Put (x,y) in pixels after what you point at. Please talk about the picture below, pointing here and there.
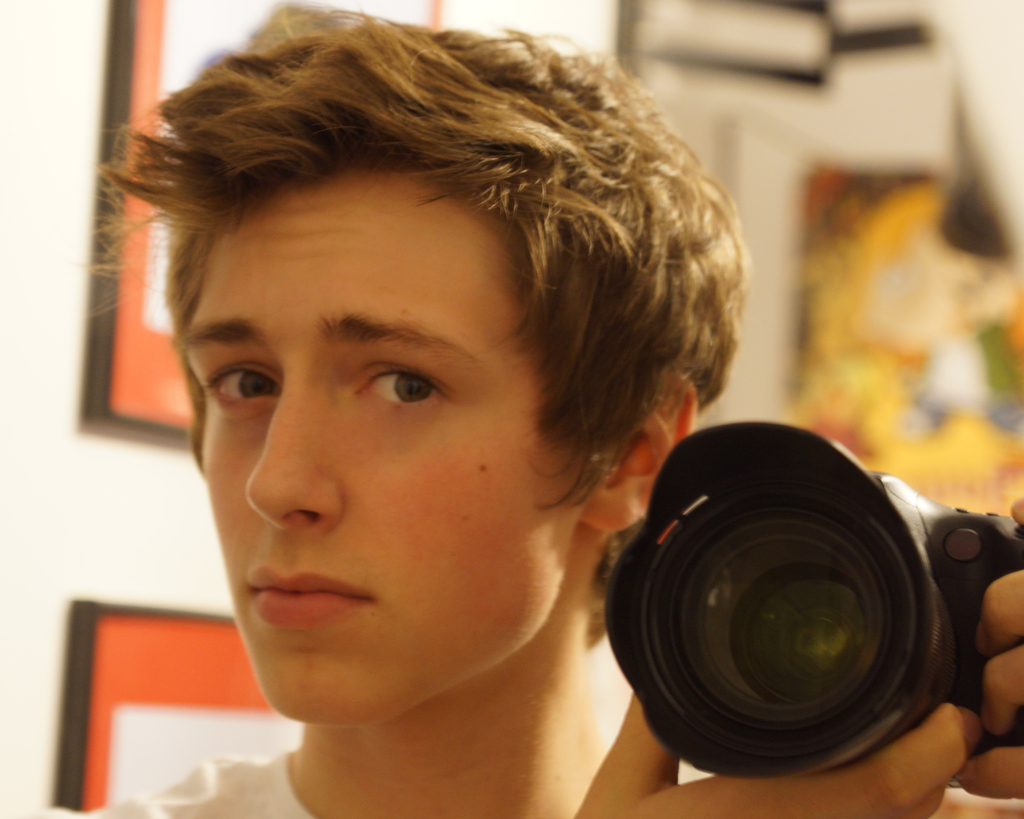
A man (308,741) is standing and also holding a camera (760,441) in his hands (995,777).
